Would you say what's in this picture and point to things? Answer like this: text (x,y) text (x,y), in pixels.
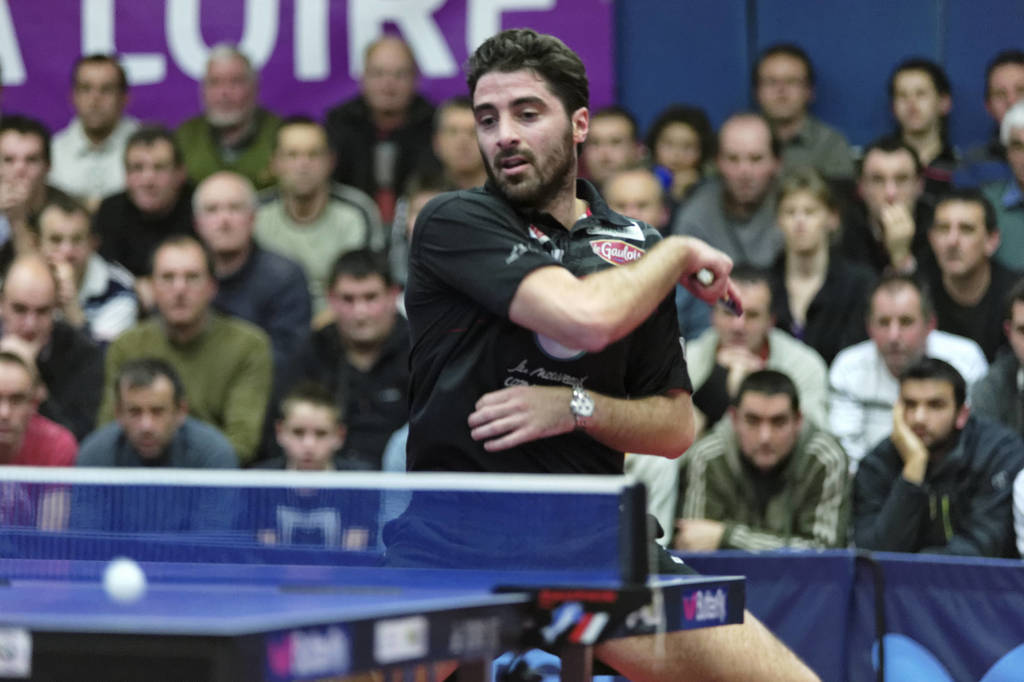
In this image we can see a few people (151,284) sitting and also we can see a person (456,355) standing and playing the table tennis, we can see a table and a ball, in the background (533,24) we can see a board (43,64) with some text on it.
